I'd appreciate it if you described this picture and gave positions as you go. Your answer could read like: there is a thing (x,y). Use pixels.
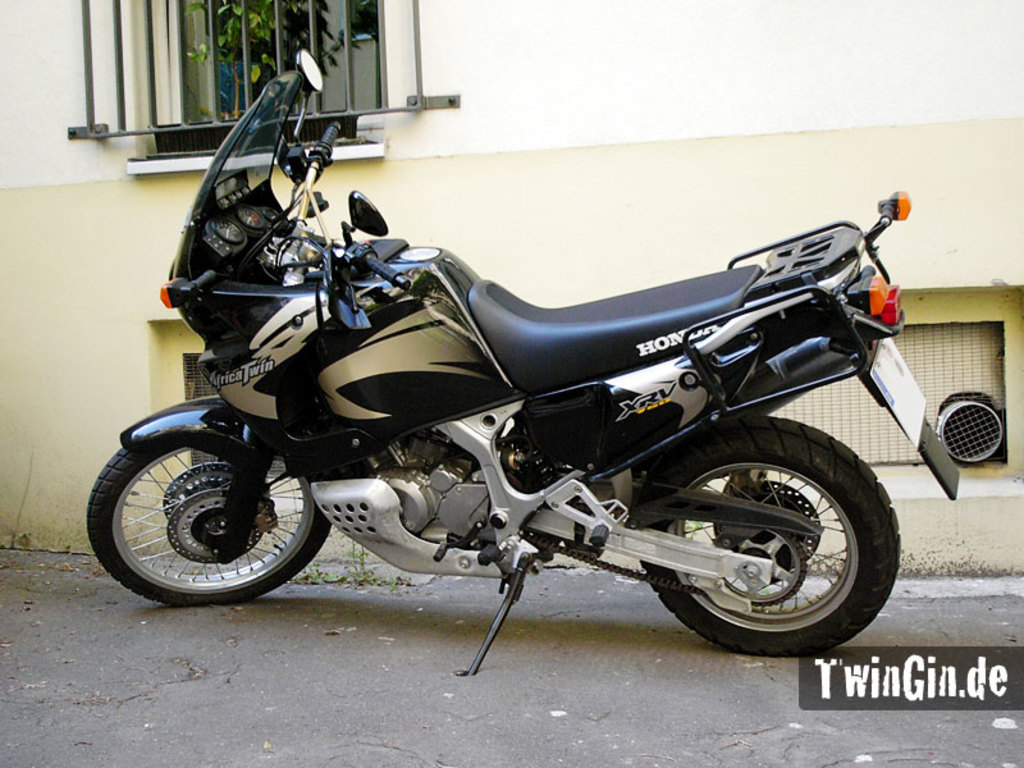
In the image we can see there is a bike (491,452) standing on the ground (439,679) and there is a window (376,62) on the wall (502,147).
